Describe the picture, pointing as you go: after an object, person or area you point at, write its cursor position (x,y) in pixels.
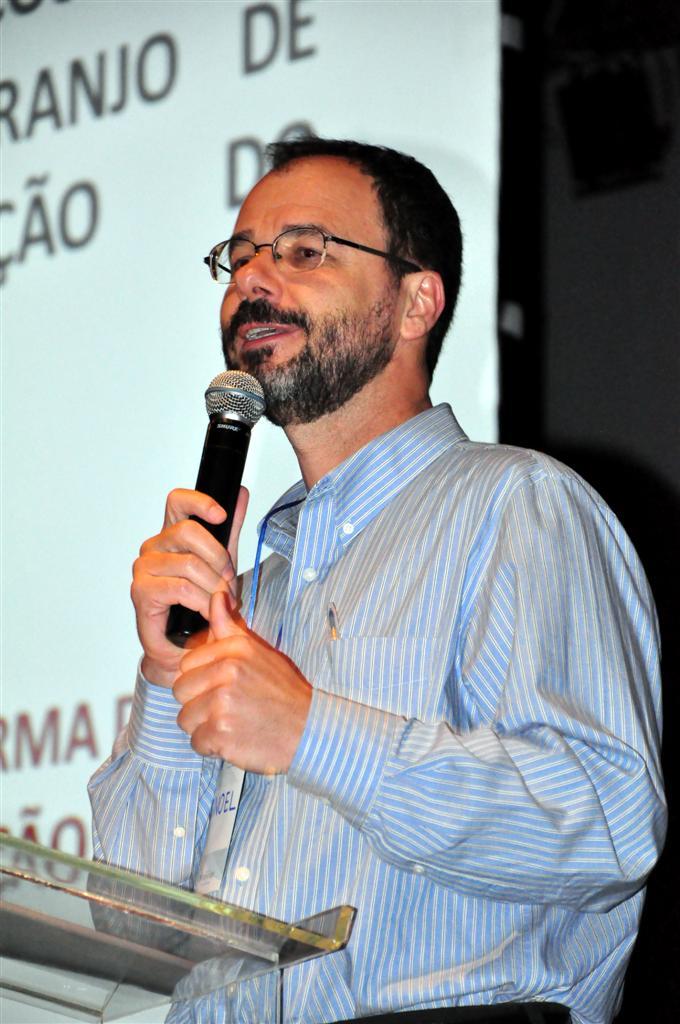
A man (620,608) is standing and speaking in the microphone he wears a shirt (386,545).
